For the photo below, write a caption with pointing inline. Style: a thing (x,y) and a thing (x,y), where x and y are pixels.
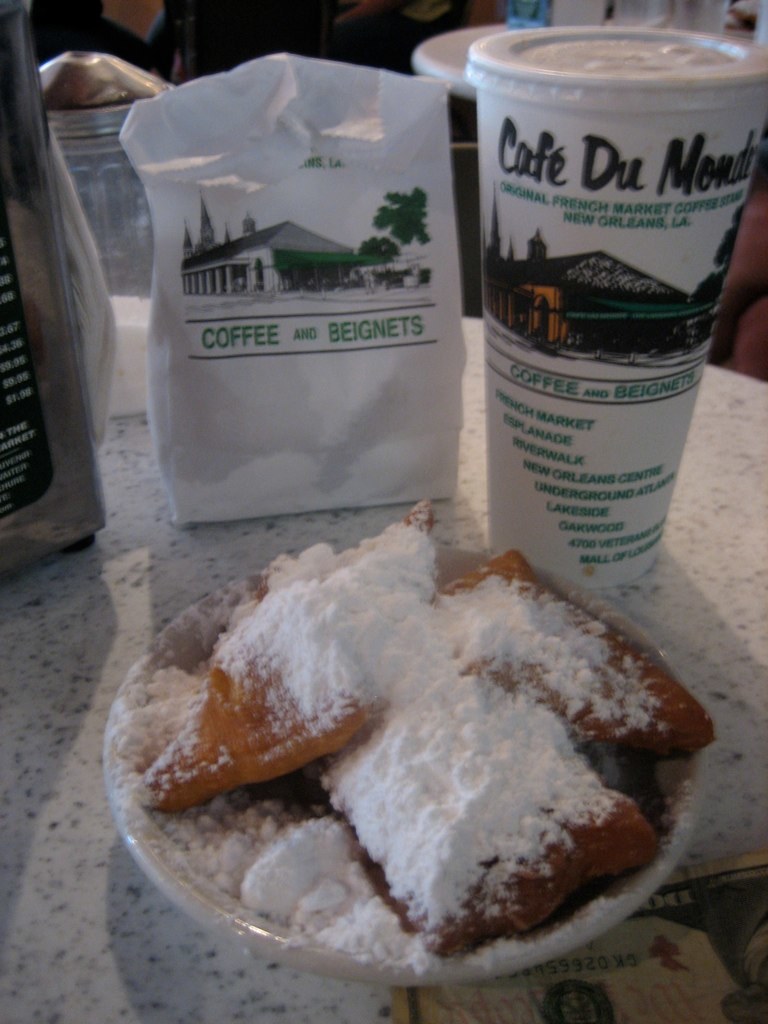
In this picture, we see a white table (26,923) on which a plate (193,655) containing eatables (391,788), coffee cup (553,369) and paper bag (242,441) are placed. Behind that, we see people (394,10). This picture might be clicked in the hotel.
